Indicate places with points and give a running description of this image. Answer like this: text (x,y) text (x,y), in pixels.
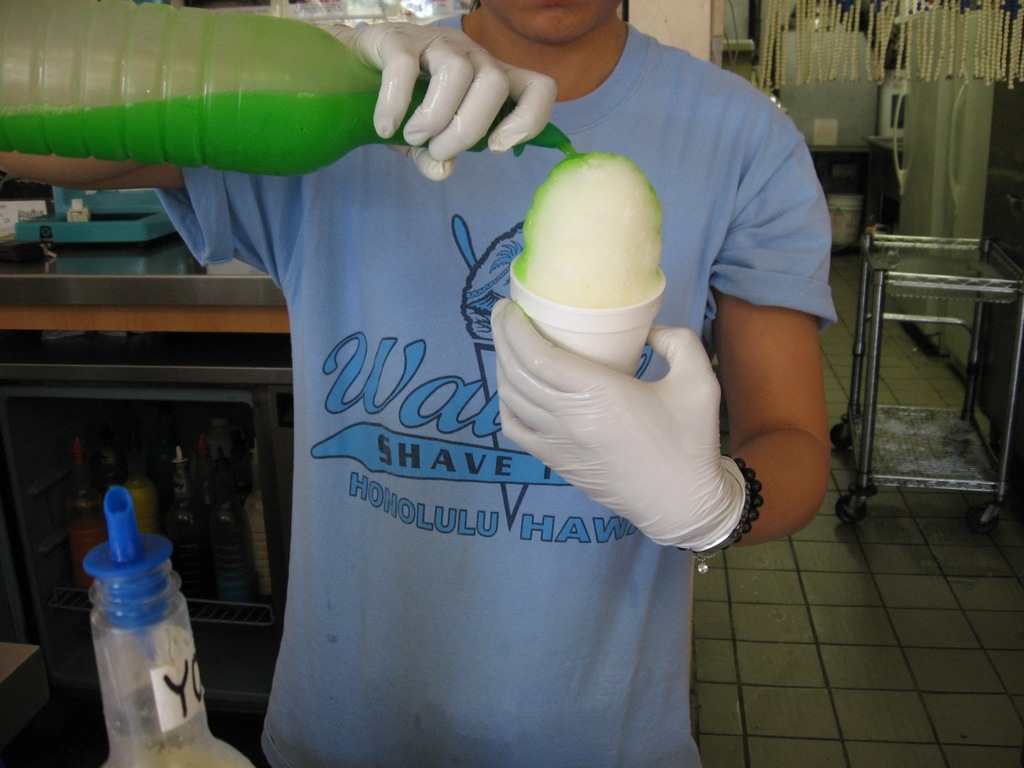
The person (455,288) wearing blue shirt (449,295) is mixing a color (331,100) to an object (601,261) which is in his hands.
